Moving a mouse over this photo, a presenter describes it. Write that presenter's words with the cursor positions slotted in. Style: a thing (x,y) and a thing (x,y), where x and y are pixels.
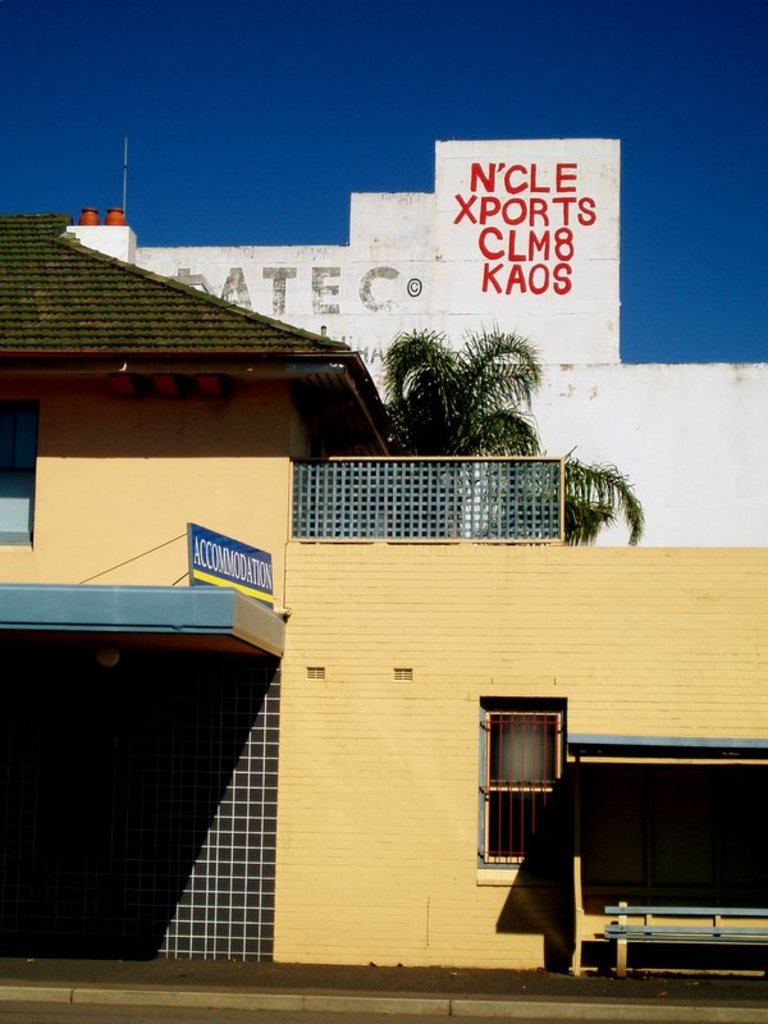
In this image we can see some houses (416,500), tree (418,371) and top of the image (204,67) there is clear sky (708,263).
